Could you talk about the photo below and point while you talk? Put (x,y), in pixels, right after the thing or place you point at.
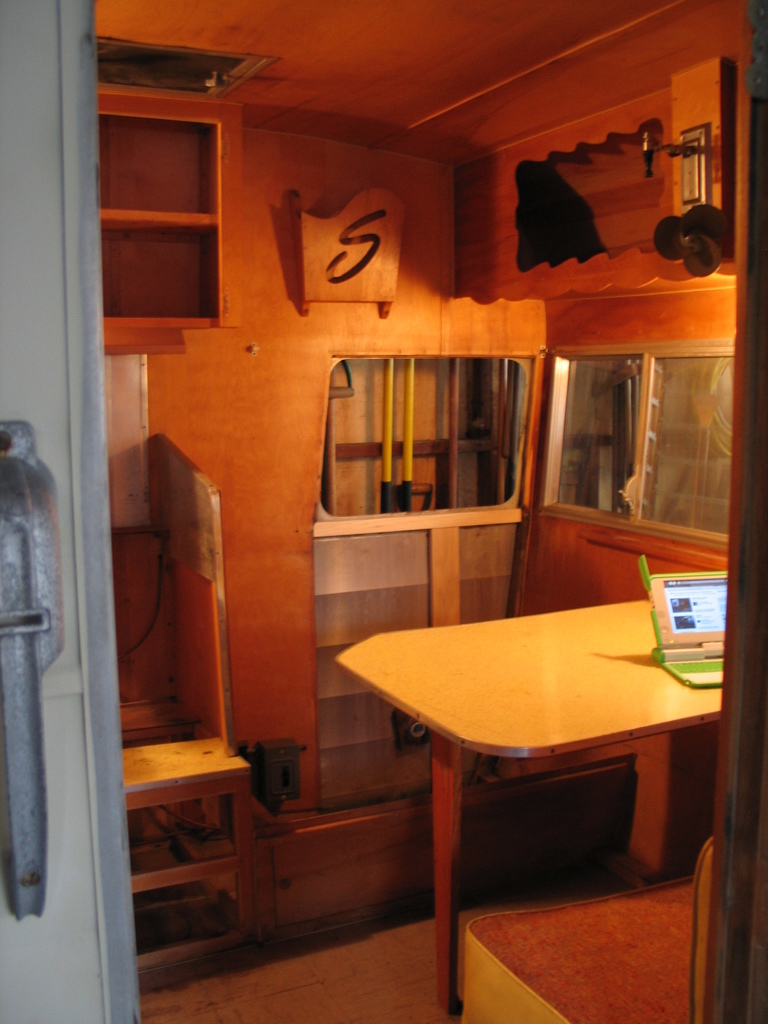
In the image there is a table (533,632), chair (212,727) and in front of the table (520,746) there is a seat (554,939), on the table (649,642) there is a laptop (658,654) and there are some other objects (504,419) behind the table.
